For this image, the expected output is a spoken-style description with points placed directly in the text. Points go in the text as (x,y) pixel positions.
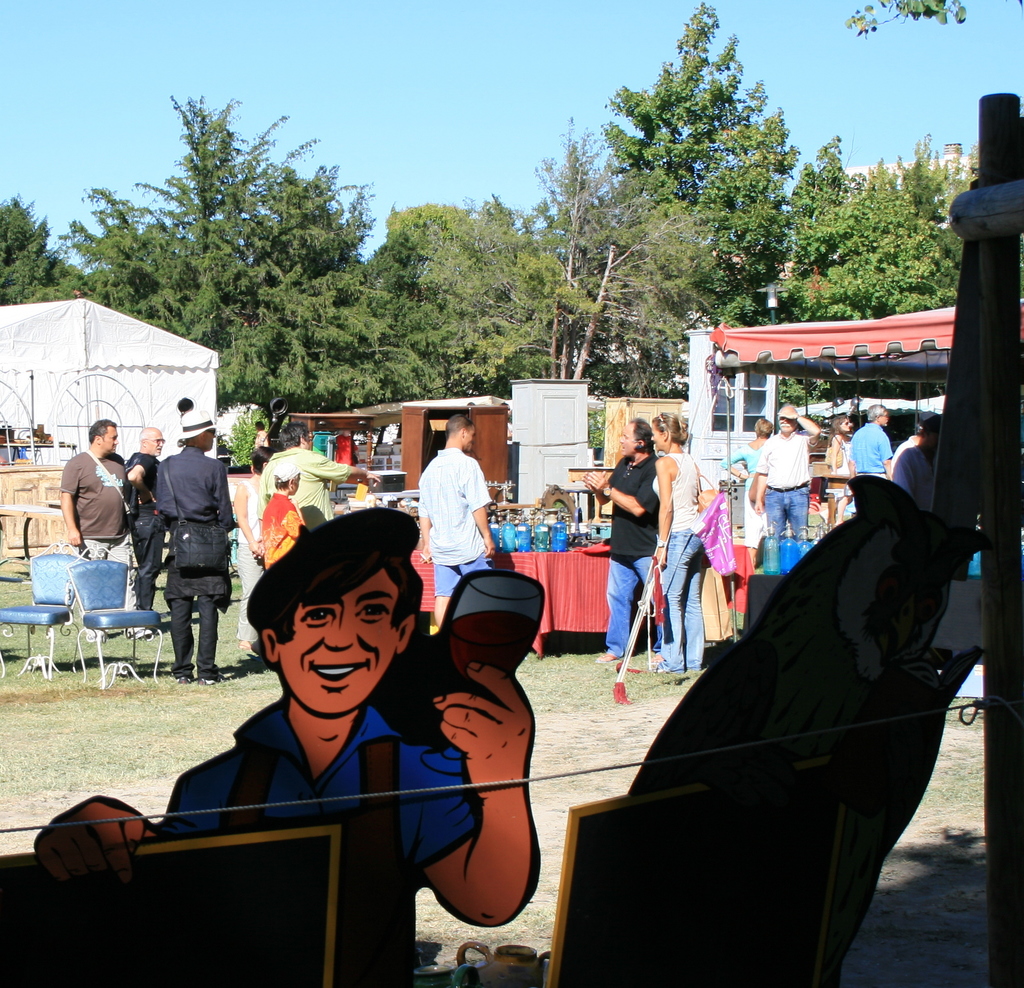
At the top of the image (246,99) we can see sky (779,96) and trees (545,217). In the middle of the image (665,436) we can see persons (588,488) standing, chairs (123,619), stalls (43,317), sheds (78,332), bins (328,443), cloth (550,580), pole (645,588) and pet jars (547,546). At the bottom of the image (241,766) we can see wooden grill (1019,663), a toy (412,769) and ground (200,760).
